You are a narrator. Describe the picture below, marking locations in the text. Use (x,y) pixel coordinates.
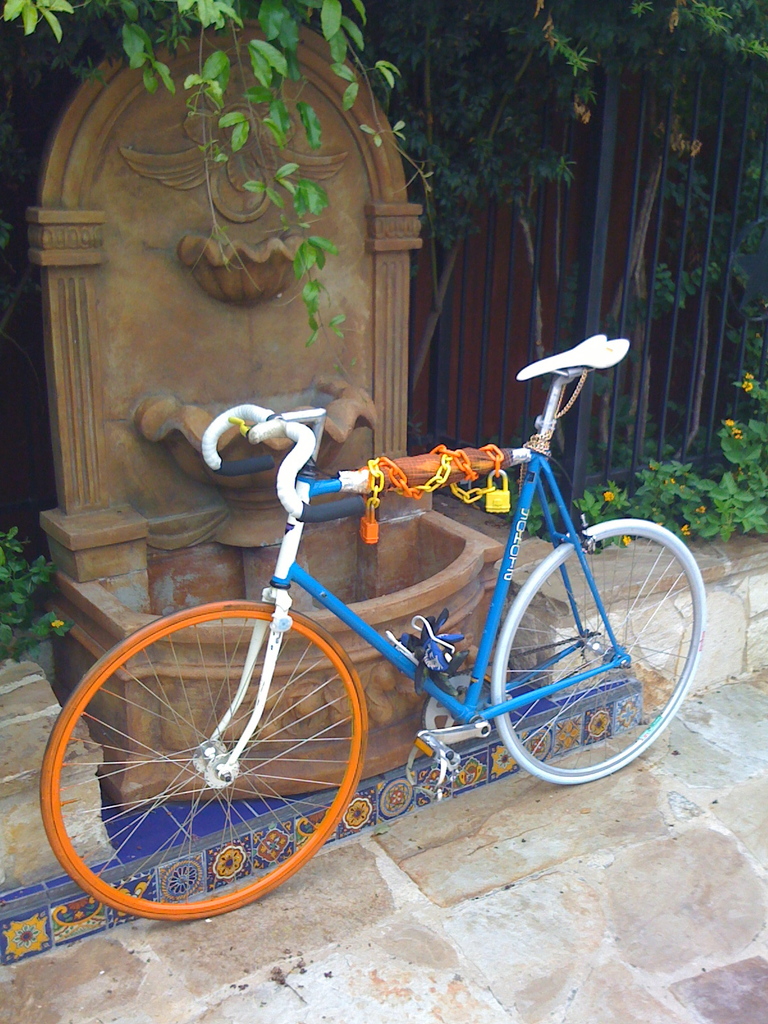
In this image I can see a bicycle (298,584), chain (410,493), locks (372,523), designed stone (336,261), grille (452,307), plants (643,493), flowers (608,500) and leaves (282,68).
